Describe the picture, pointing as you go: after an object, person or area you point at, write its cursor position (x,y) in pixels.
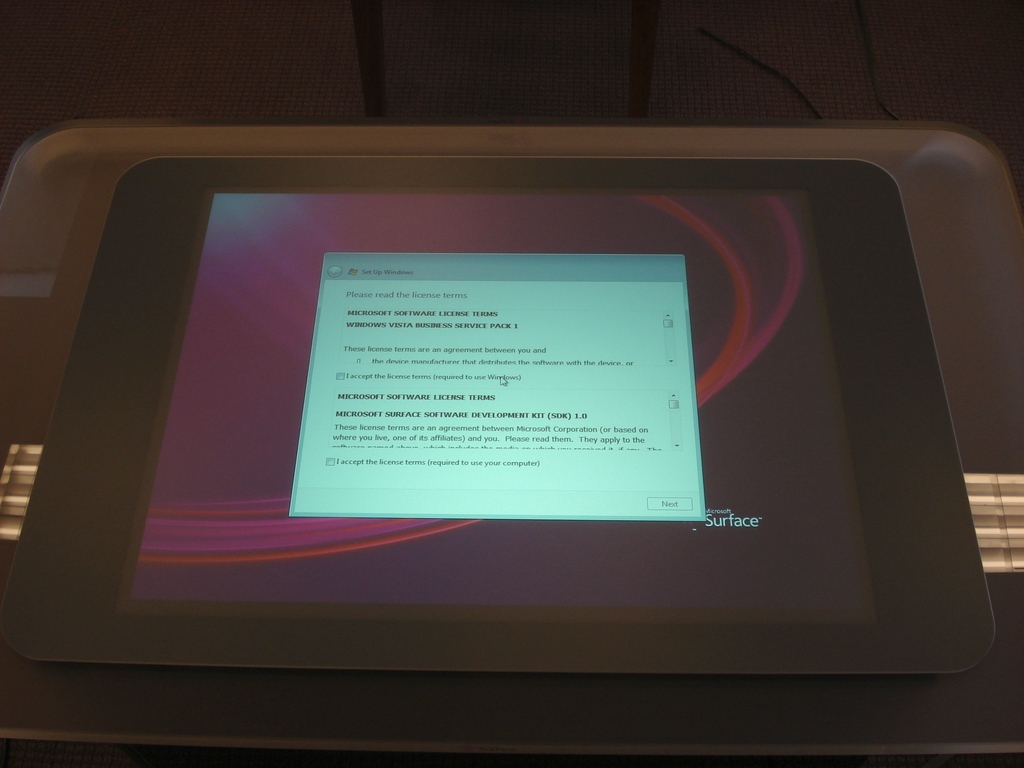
In this image we can see a tablet (253,580) placed on the table (486,703).
